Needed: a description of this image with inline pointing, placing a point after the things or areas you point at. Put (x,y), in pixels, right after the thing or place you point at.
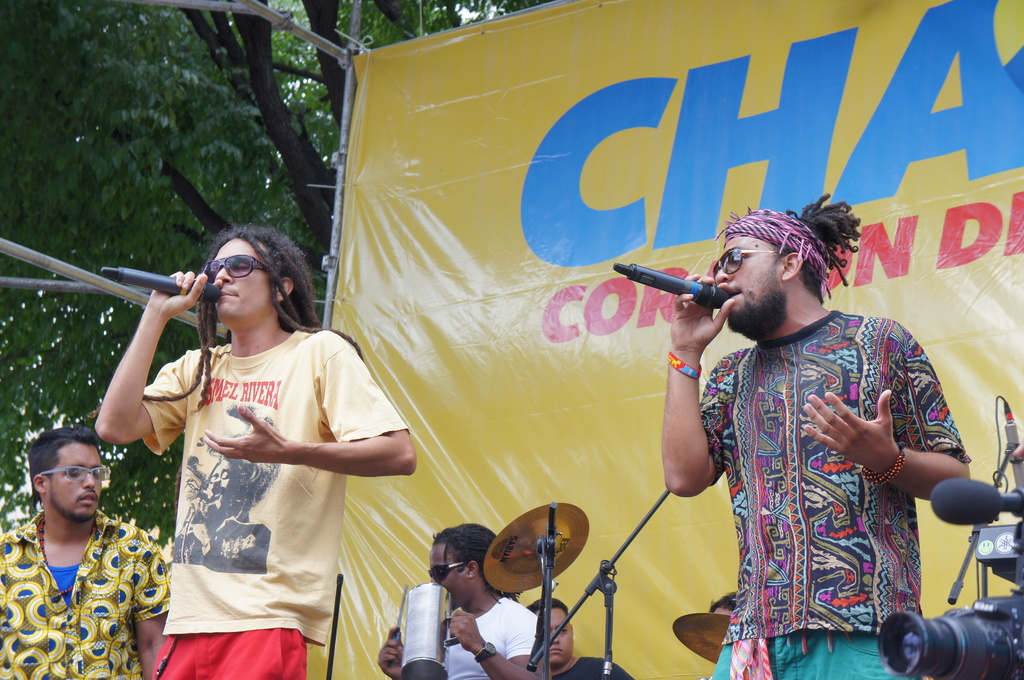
In this image I can see group of people (796,504), in front (311,443) the person (189,432) is holding a microphone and singing. The person (304,430) is wearing yellow shirt (304,430), red pant (241,671), I can also see the other person (749,620) holding a microphone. Background (417,186) I can see few musical instruments (704,652), banner (625,328) in yellow color and trees (154,127) in green color.
